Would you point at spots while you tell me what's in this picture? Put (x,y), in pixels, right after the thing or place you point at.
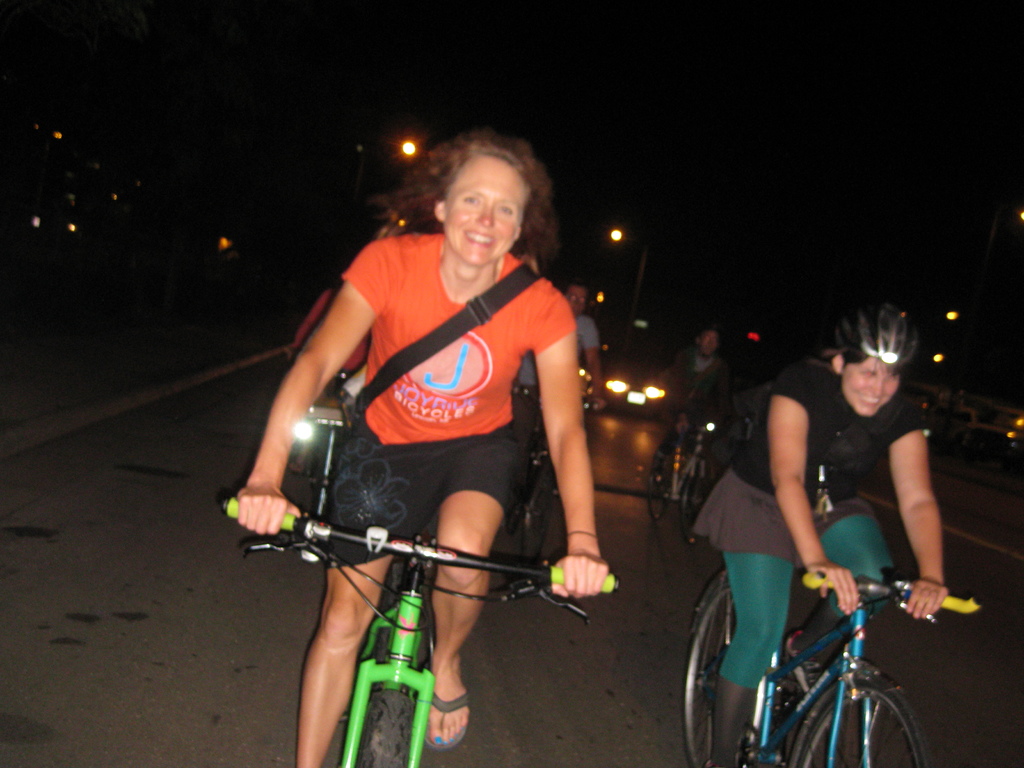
This picture shows five people (481,264) riding bicycles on the road (544,668) and we see few vehicles (620,392) moving on the back (652,392).
